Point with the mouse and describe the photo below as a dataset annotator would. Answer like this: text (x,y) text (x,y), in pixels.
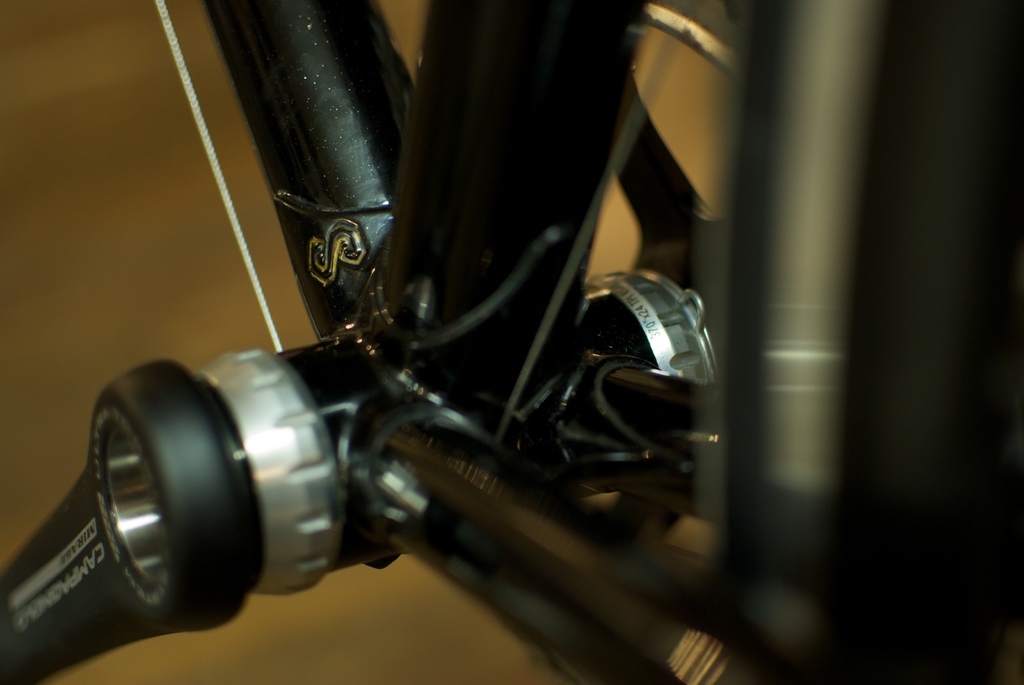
In this picture we can see some rods (378,220). There are a few strings (639,100), letter S (356,255) and a Tyre (703,37). On the right side (889,286), the image is blur. Background (172,171) is blurry.
